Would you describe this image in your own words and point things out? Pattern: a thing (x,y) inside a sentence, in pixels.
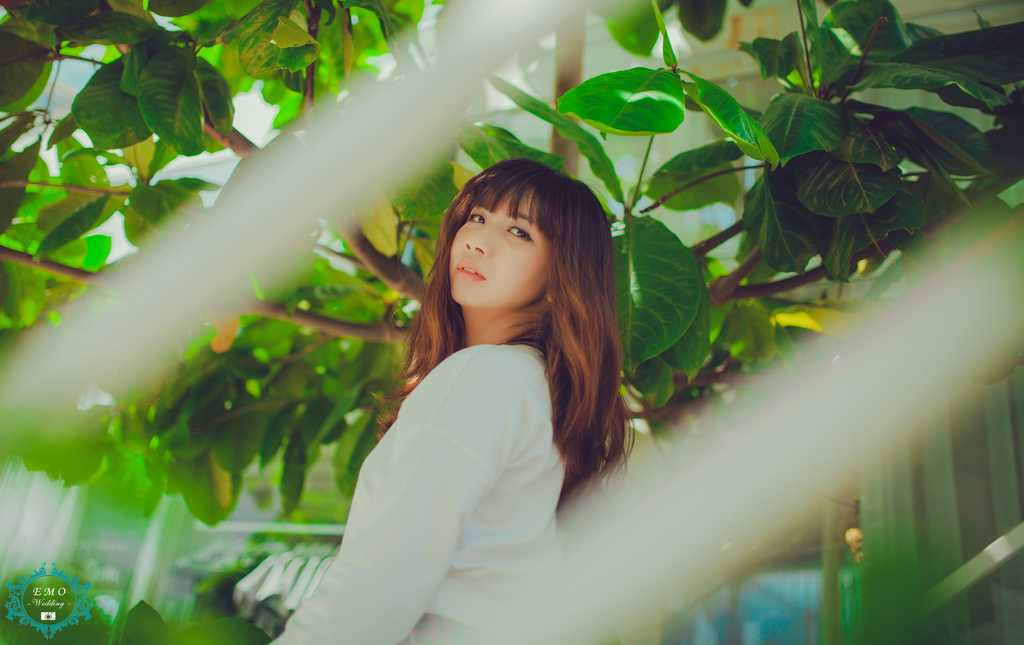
In this image, in the middle (513,367) we can see a girl (519,459) standing. We can see some branches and some green leaves (794,163).
